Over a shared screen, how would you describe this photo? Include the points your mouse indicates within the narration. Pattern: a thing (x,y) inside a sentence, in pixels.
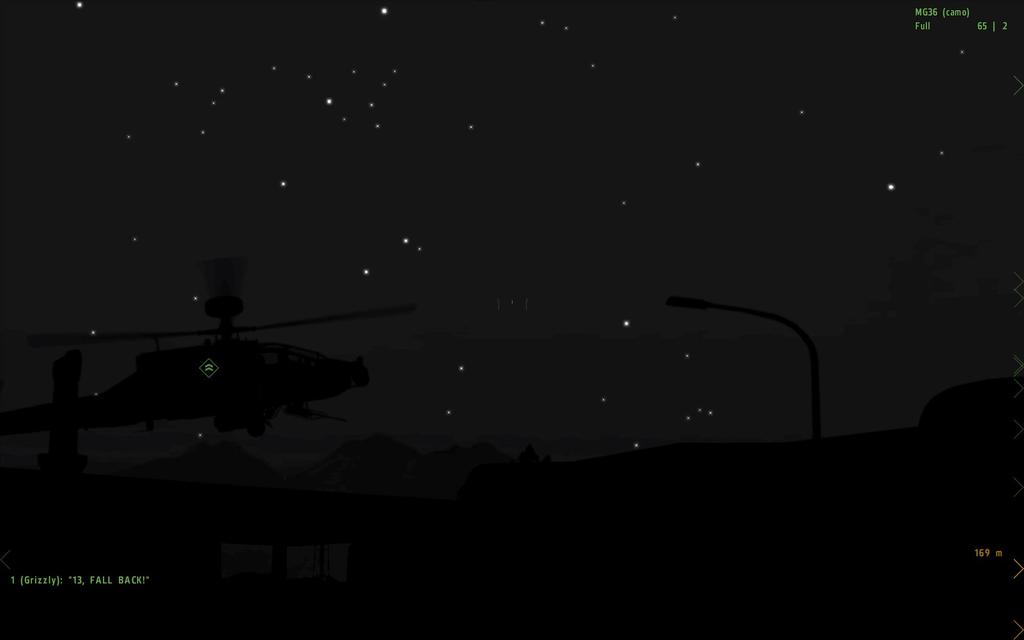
In this image we can see a helicopter (252,381) and group of mountains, light poles (816,368) on the screen (910,363) and some text (79,575) on it.
